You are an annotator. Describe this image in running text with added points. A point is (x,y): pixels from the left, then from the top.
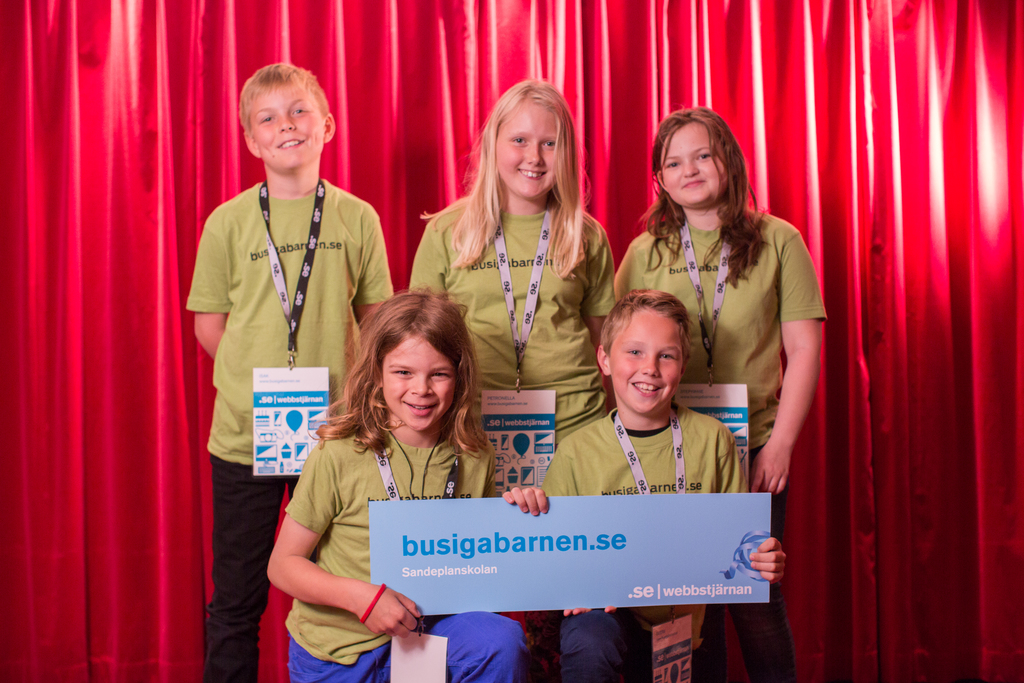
In this image we can see group of children (692,457) wearing id cards (535,286). A boy (707,435) and a girl (410,450) are holding a board (648,567) with some text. At the top of the image (309,42) we can see the curtains (360,42).
